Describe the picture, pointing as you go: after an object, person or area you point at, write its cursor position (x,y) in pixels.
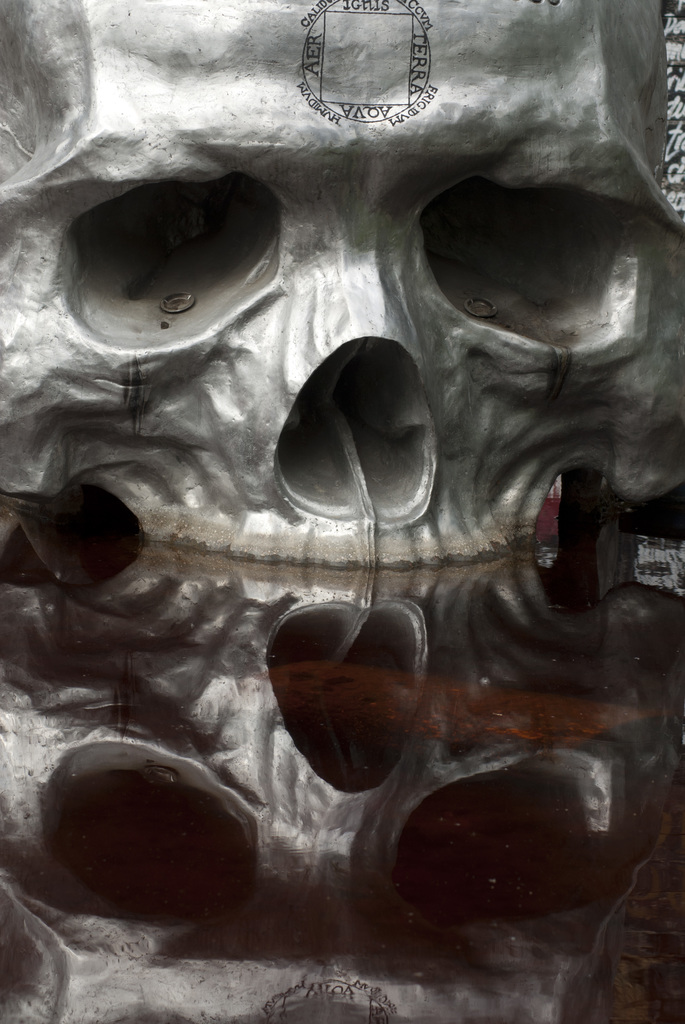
In this image, I can see a skull (276,475). At the bottom of the image (272,789), there is a reflection (338,868) of a skull (272,789) on an object (307,879).
